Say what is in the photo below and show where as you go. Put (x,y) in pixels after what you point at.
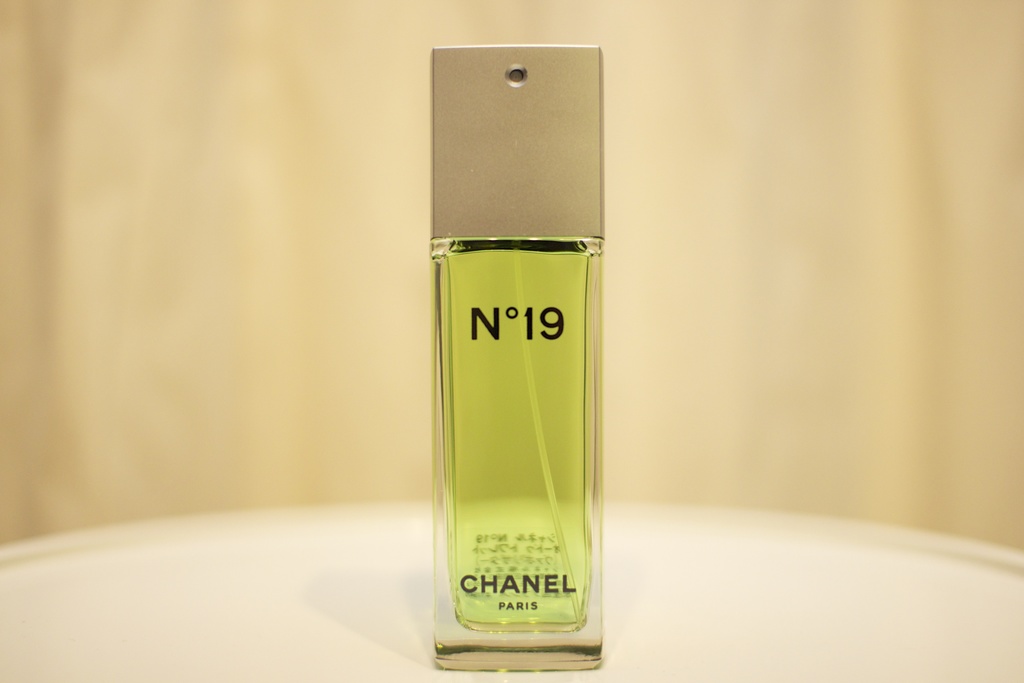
This picture consists of a perfume bottle (585,348) placed on a table (232,667).
